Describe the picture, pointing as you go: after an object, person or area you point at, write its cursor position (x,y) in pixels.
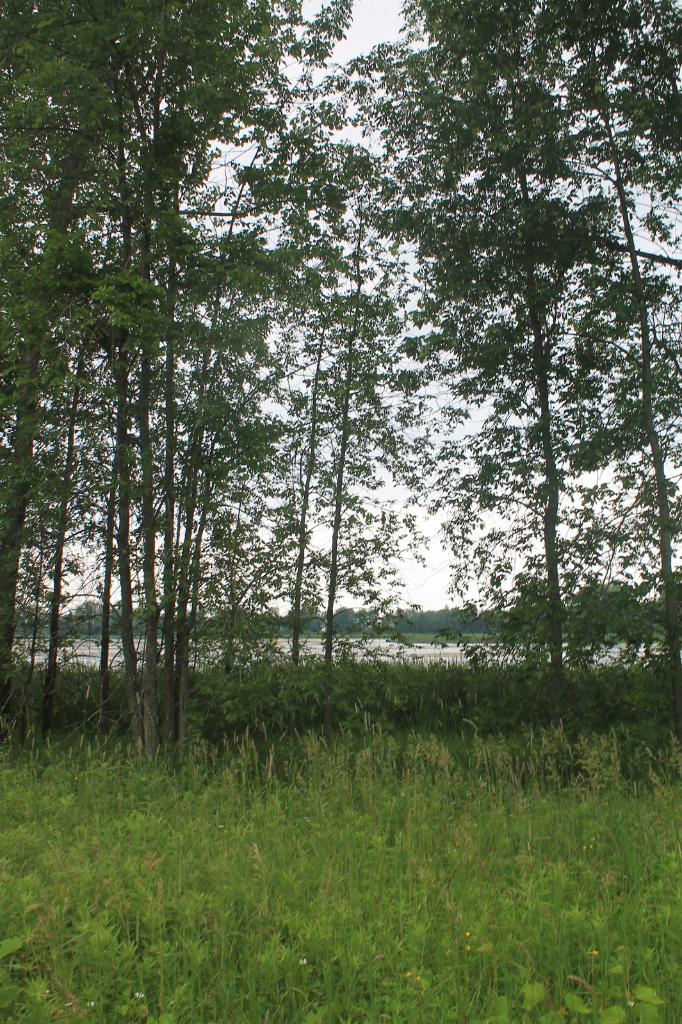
In this picture there is greenery (538,964) around the area of the image.
